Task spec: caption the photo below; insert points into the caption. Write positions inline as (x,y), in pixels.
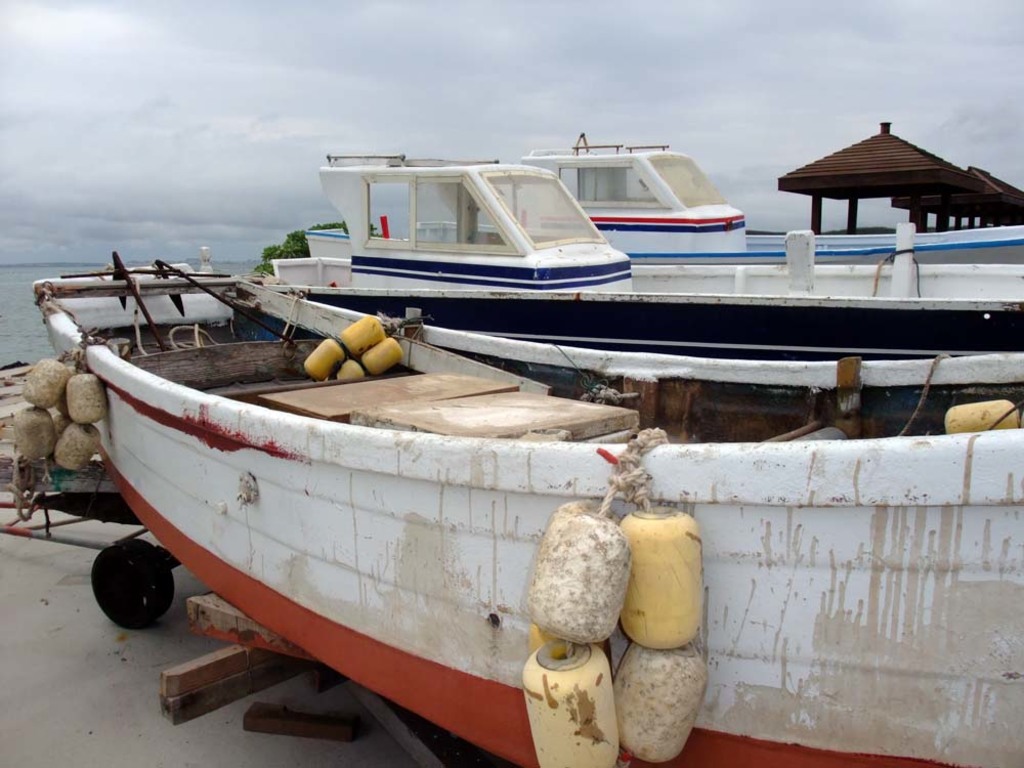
In the image there are few boats (630,360) on a trolley (108,543) on the floor (88,631), on the left side (29,322) there is sea (37,309) and above its sky (327,65) with clouds (745,83).
